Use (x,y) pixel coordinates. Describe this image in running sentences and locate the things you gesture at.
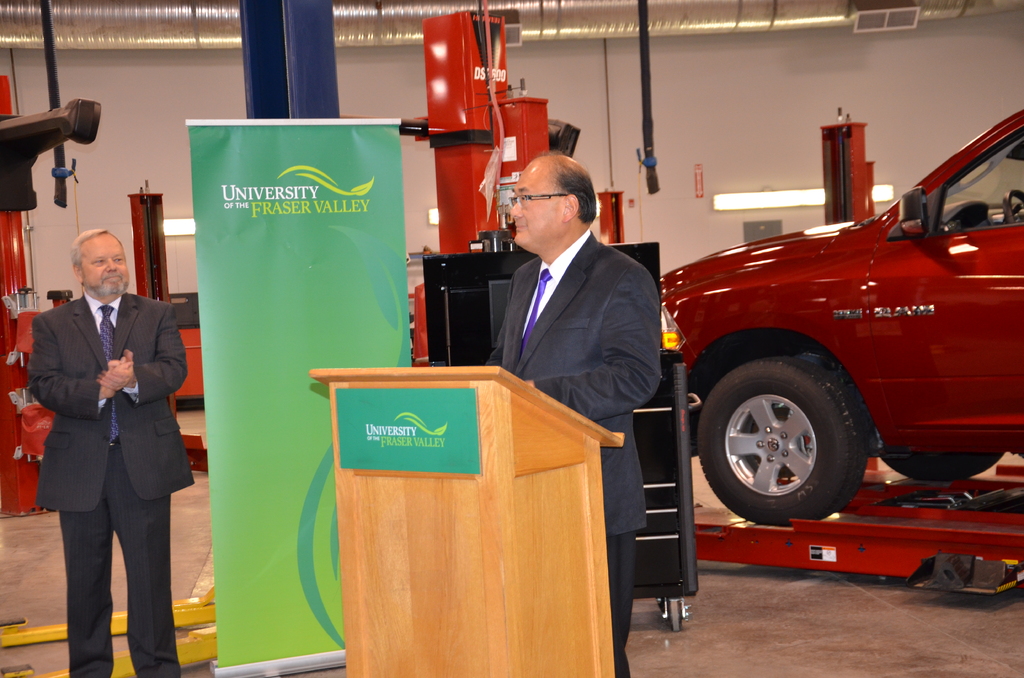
In the picture I can see two men (543,358) are standing on the ground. These men (608,456) are wearing suits (130,427). In the background (208,331) I can see banner (317,549), a red color vehicle (727,381), lights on the wall (40,198), machines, a podium (401,396) and some other objects (21,635).
